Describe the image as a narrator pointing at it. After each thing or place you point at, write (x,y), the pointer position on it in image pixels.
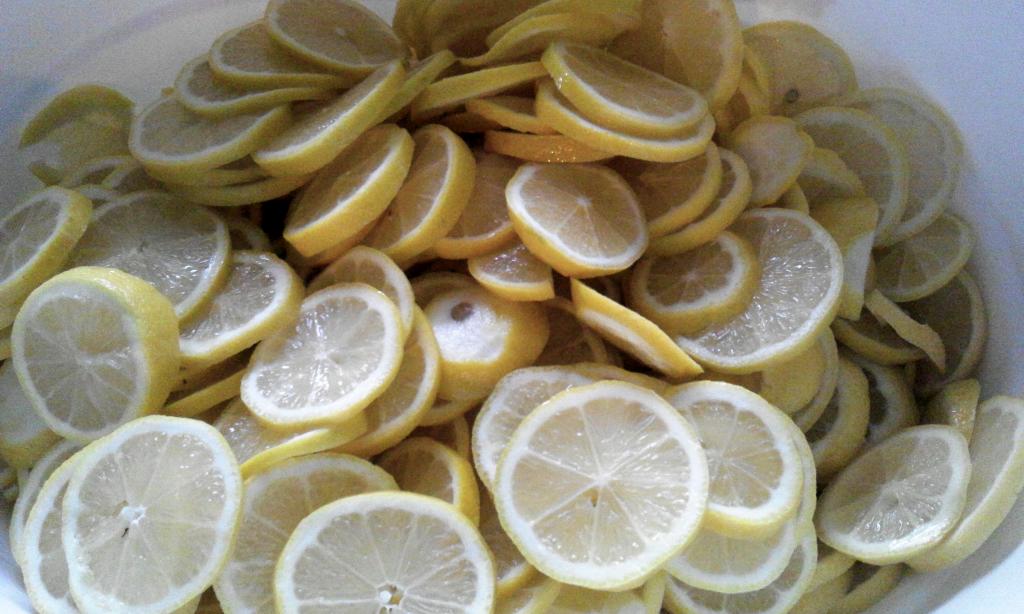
In this image we can see the slices (584,302) of lemons (396,364).
